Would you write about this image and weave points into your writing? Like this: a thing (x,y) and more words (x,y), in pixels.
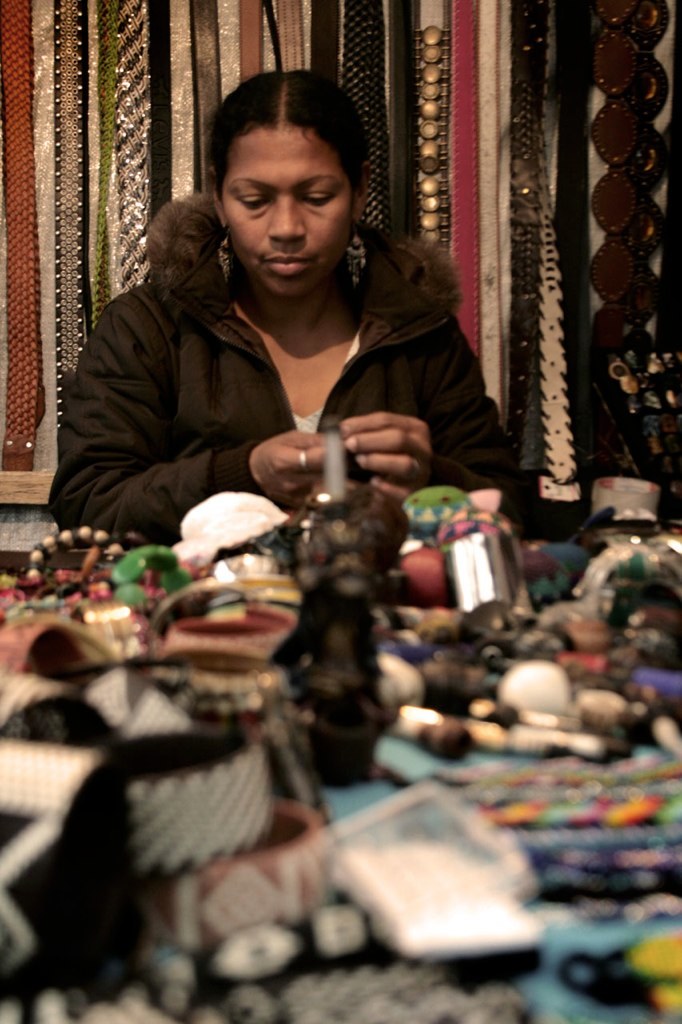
In this image there is a lady (257,286) sitting on the chair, there are few objects (454,698) on the table (545,655) and few objects (211,129) hanging from the wall (90,137).
